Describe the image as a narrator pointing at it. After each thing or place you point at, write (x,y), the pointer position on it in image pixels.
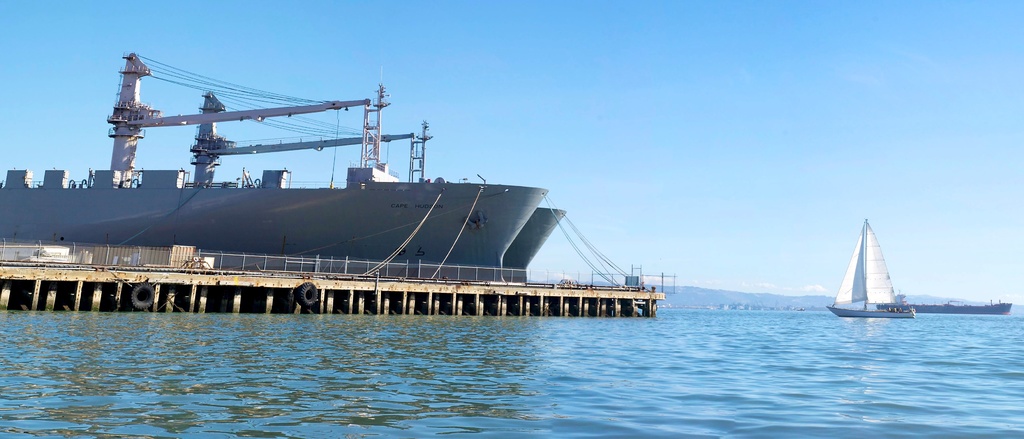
In this picture we can see ships (367,197) and boats (838,293) on the water (779,317). Behind the ships (354,207), there is a hill (749,301) and the sky (709,283). On the left side of the image (120,261), there are ropes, grilles (526,270) and tyres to the pier (638,289).
